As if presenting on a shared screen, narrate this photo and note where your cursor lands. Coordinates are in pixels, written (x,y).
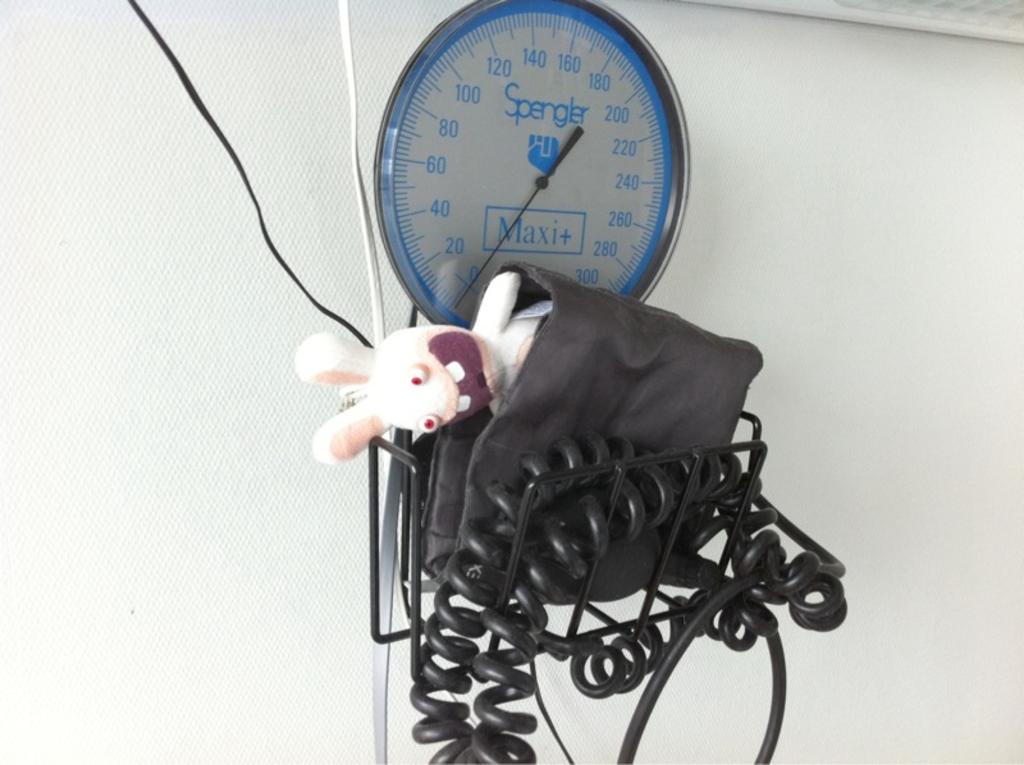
In this image we can see an object (550,29) looks like a blood pressure gauge (512,154) with a doll (483,365), wire (525,607) and a black color object (594,407) looks like a bag (595,384) and wall (237,602) in the background (784,272).
